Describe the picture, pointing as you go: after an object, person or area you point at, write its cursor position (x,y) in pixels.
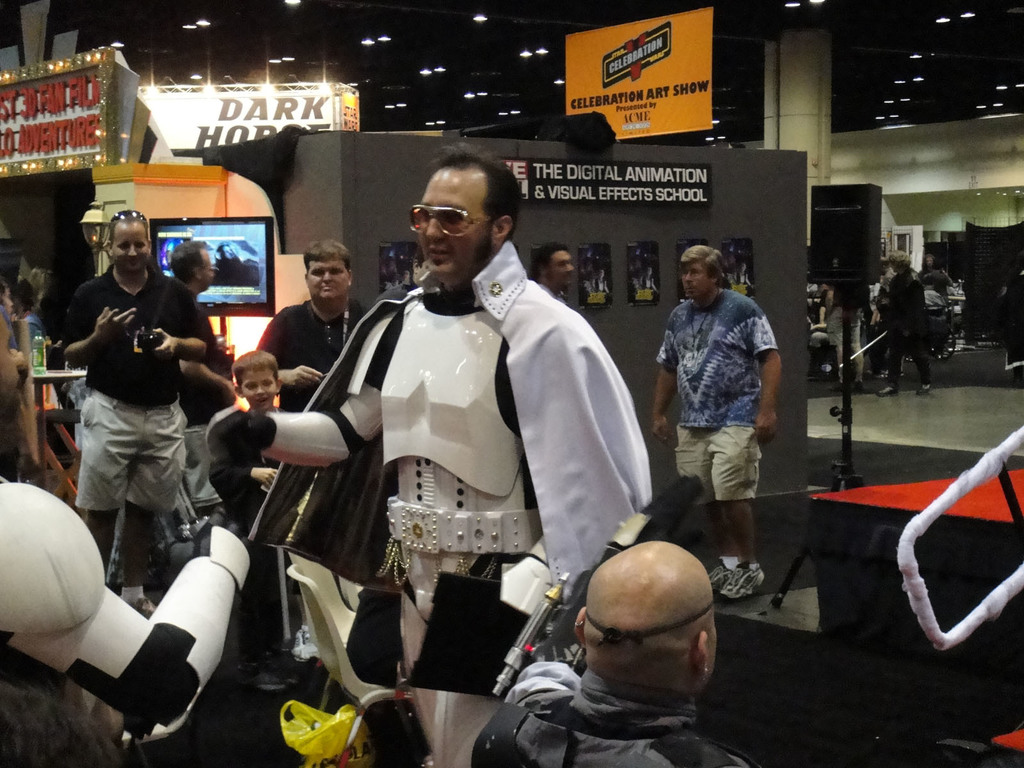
At the top (361,12) we can see the ceiling (789,25) and the lights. In this picture we can see the boards (688,108), floor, screen (228,223), posters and few objects (838,237). We can see the people (208,395). On the left side of the picture (55,391) we can see a bottle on a table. We can see a person (517,332) wearing goggles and a robot costume (447,441).
